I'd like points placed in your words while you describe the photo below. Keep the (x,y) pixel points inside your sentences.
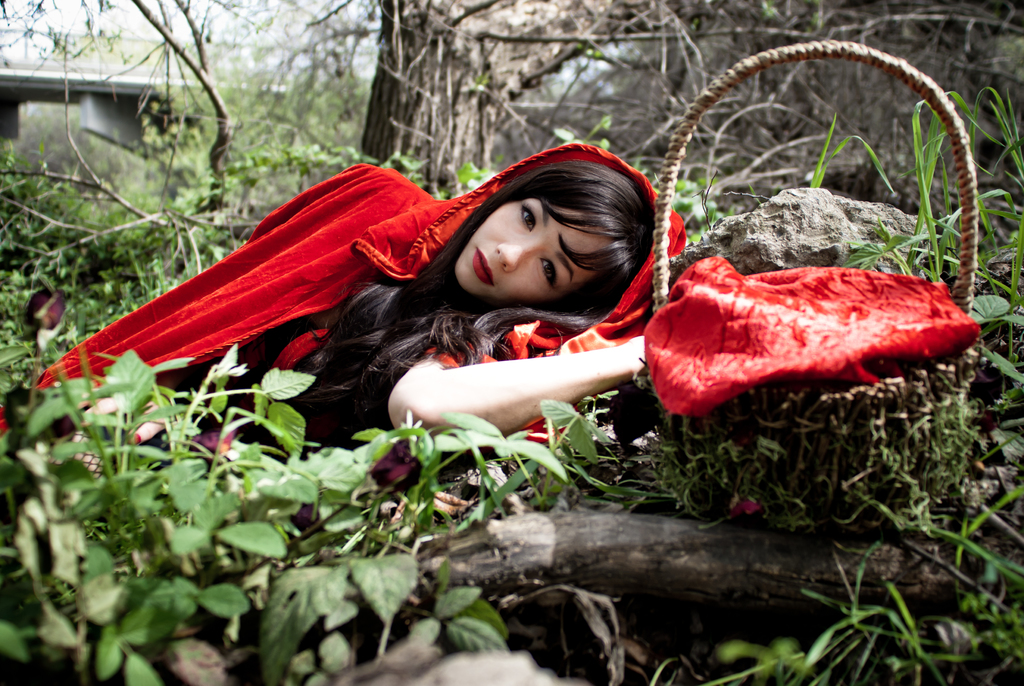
In the center of the image (443,307) a lady (358,302) is lying on the ground (402,438). On the right side of the image (807,322) a basket (862,437) is there. In the background of the image (409,100) we can see trees (425,106), plants (289,437), stem (457,548), grass (496,497) are present. At the top left corner (123,81) bridge (100,90) is there.
